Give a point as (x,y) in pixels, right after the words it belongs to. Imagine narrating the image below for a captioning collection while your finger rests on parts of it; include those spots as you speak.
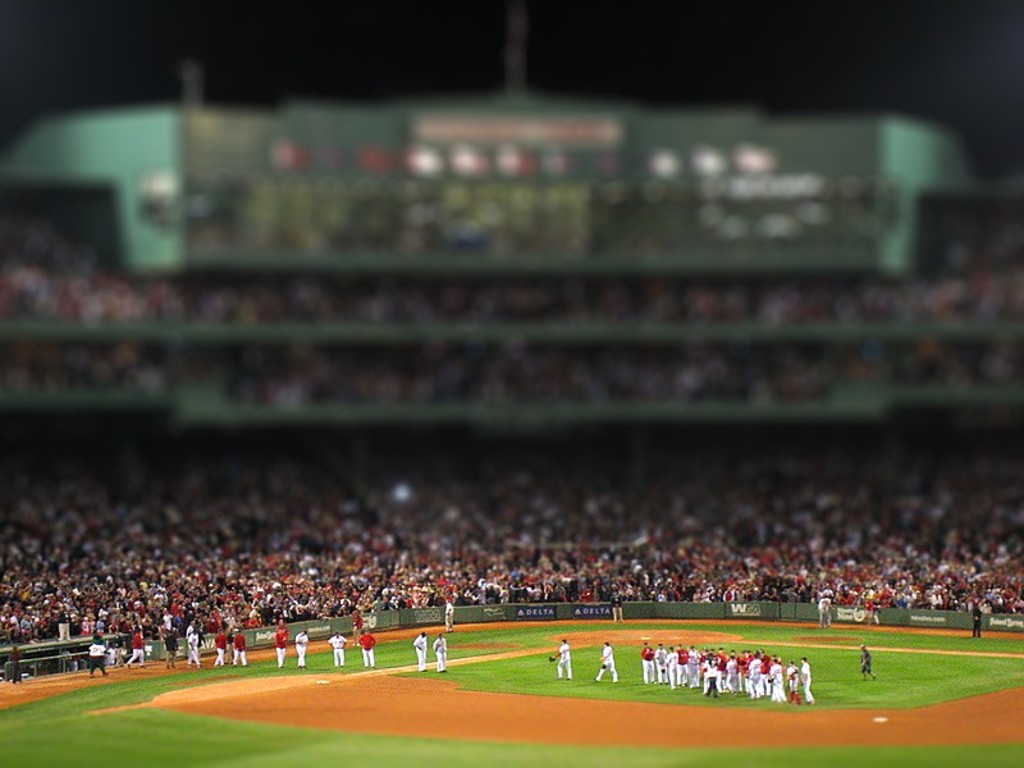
In this image I can see group of people (793,675) and they are wearing white and red color dresses (803,663) and I can also see the stadium (253,633). Background (562,543) I can see many people (860,550) sitting and the sky (373,54) is in black color.
